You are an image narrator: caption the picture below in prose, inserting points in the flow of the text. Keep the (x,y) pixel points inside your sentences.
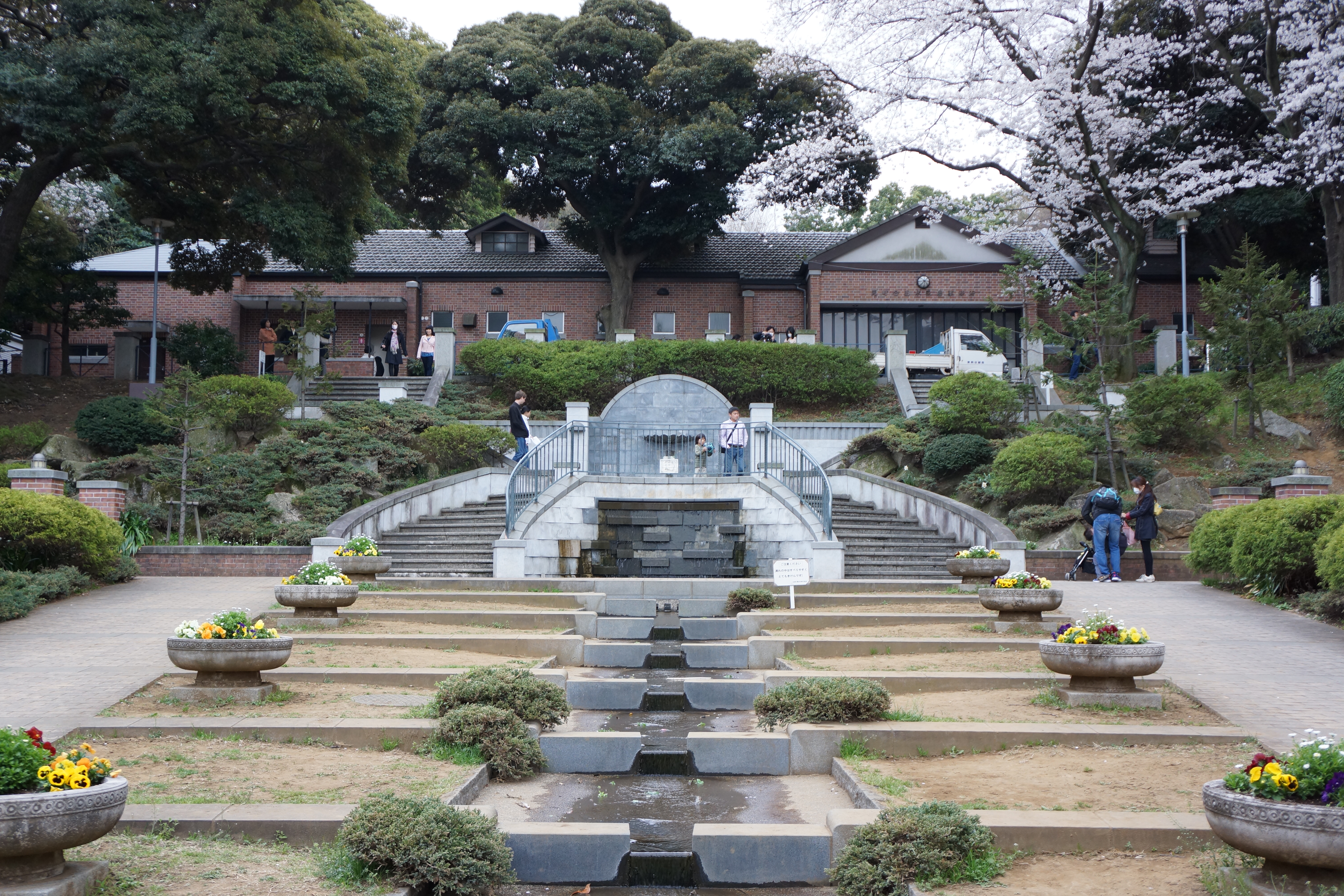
In this picture, we can see a building (675,308), stairs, railing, a few people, we can see some plants (1268,587), grass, trees (182,507), vehicle (955,335), poles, we can see the sky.
